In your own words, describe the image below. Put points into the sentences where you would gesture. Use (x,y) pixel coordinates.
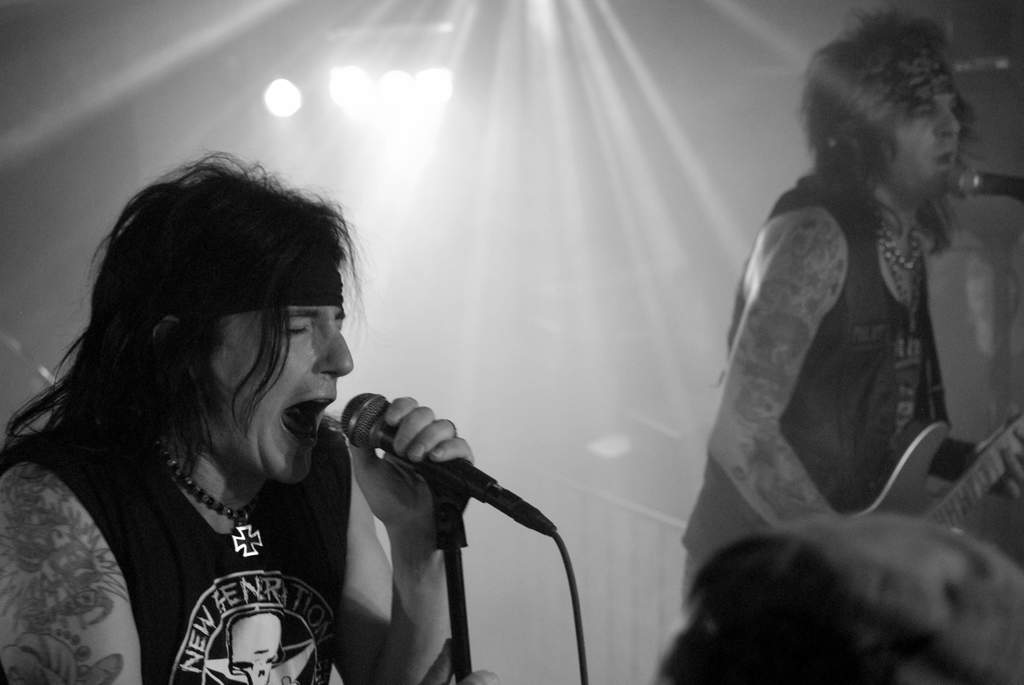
I can see in this image two men (788,332) among them, the person (813,413) on the right side (929,369) is playing guitar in front of a microphone (986,176) and the person (295,536) on the left side (309,515) is singing song in front of a microphone (391,433).
